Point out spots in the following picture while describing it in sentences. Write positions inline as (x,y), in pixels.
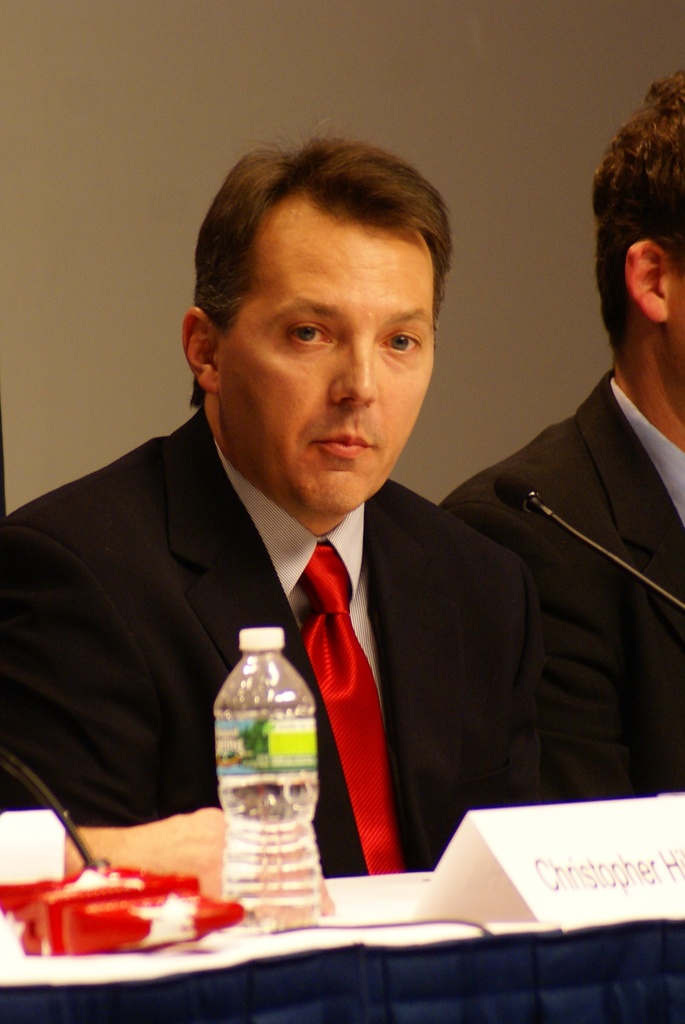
This picture shows a man (253,624) wearing a suit (434,661), sitting in front of a table (464,939). There is a mic (532,497) in front of him on the table (379,898). There is a name plate (547,856) and water bottle (271,851) placed on this table (403,949). In the background (469,173) there is a wall (169,125).
